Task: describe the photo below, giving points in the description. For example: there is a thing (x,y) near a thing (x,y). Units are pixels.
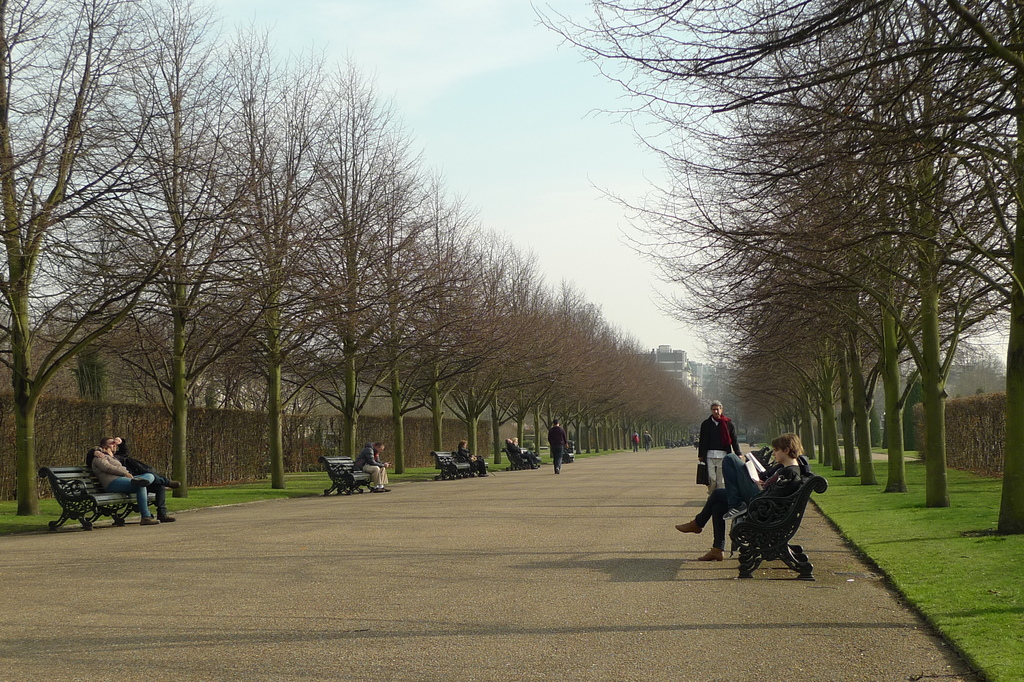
In the image we can see the road (432,530), benches (767,521) and on the benches (760,535) there are people (360,459) sitting and some of them are walking. Here we can see grass (836,509), trees (371,393), buildings (704,372) and the sky (550,197).
